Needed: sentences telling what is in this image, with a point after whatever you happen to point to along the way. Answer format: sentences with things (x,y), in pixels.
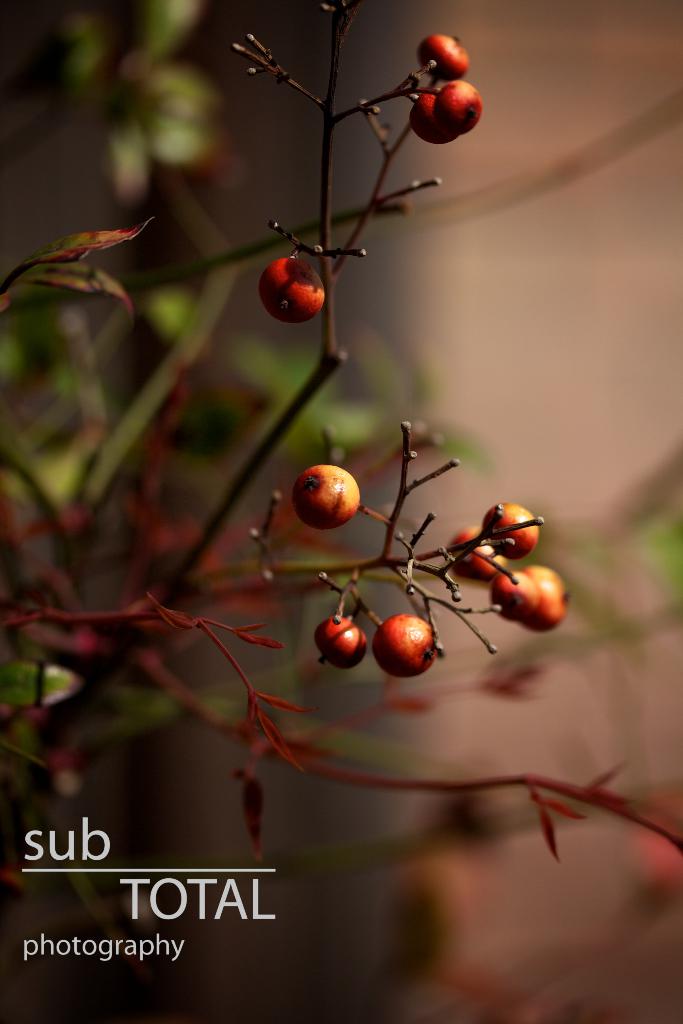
These are the fruits (472,566), on the left side (38,907) there is a water mark (197,907).
